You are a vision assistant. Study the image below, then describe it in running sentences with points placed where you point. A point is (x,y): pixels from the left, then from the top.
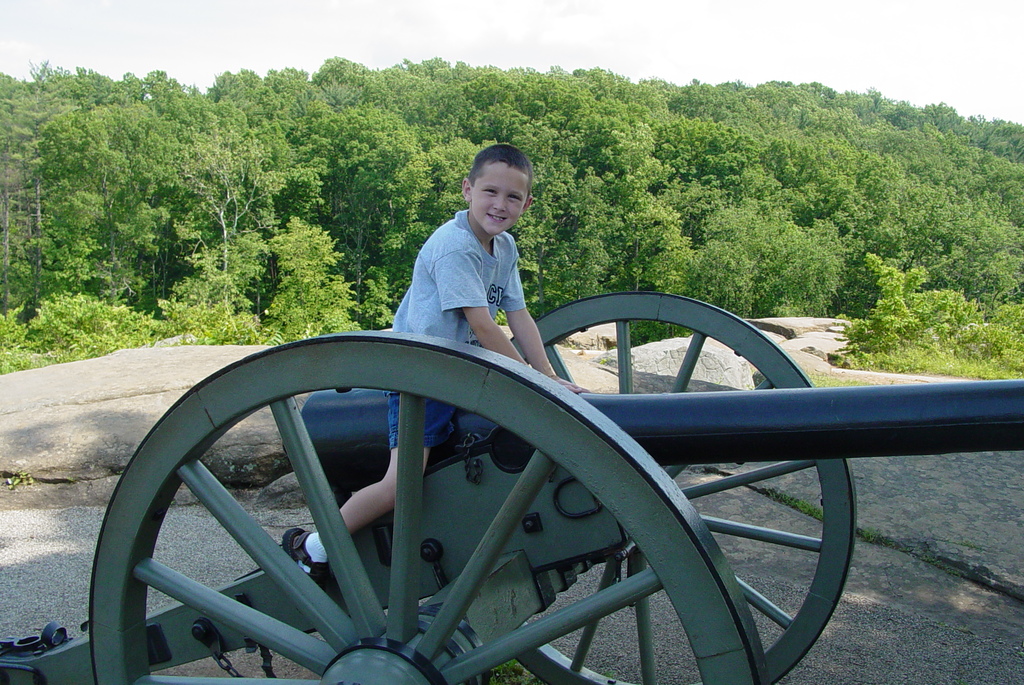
In this picture we can see a boy (515,358) sitting on a cannon (503,379) and old model (792,425) and a boy (440,419) is smiling and this cannon (445,358) is placed on the ground (118,385) and in the background (81,300) we can see trees (727,212) and above the trees (246,126) there is sky (296,32).
